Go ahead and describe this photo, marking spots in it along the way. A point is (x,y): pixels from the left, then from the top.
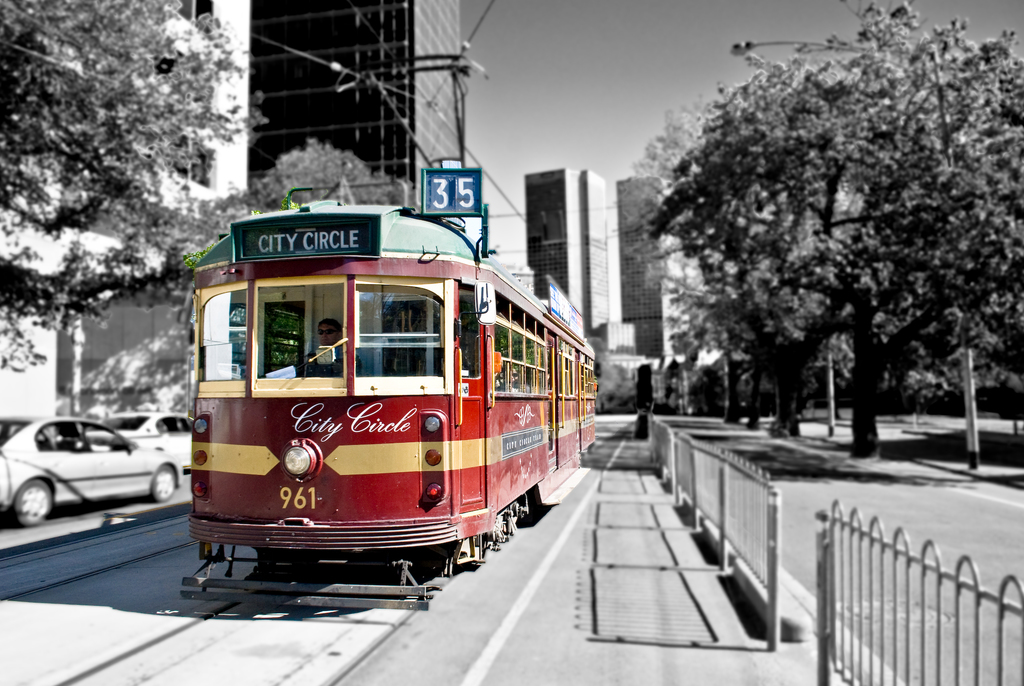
In this image in the center (432,376) there is a train (446,446) which is red in colour and the person (308,364) inside it with some text (356,417) written on it. On the left side (99,453) there are cars (111,474), there are trees (166,241) and there are buildings (317,125), light poles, wires (389,93). In the background (592,296) there are buildings (635,297) and there is a person (643,397) standing. On the right side (740,355) there are trees (830,321) and there is a fence (775,541) which is white in colour.
